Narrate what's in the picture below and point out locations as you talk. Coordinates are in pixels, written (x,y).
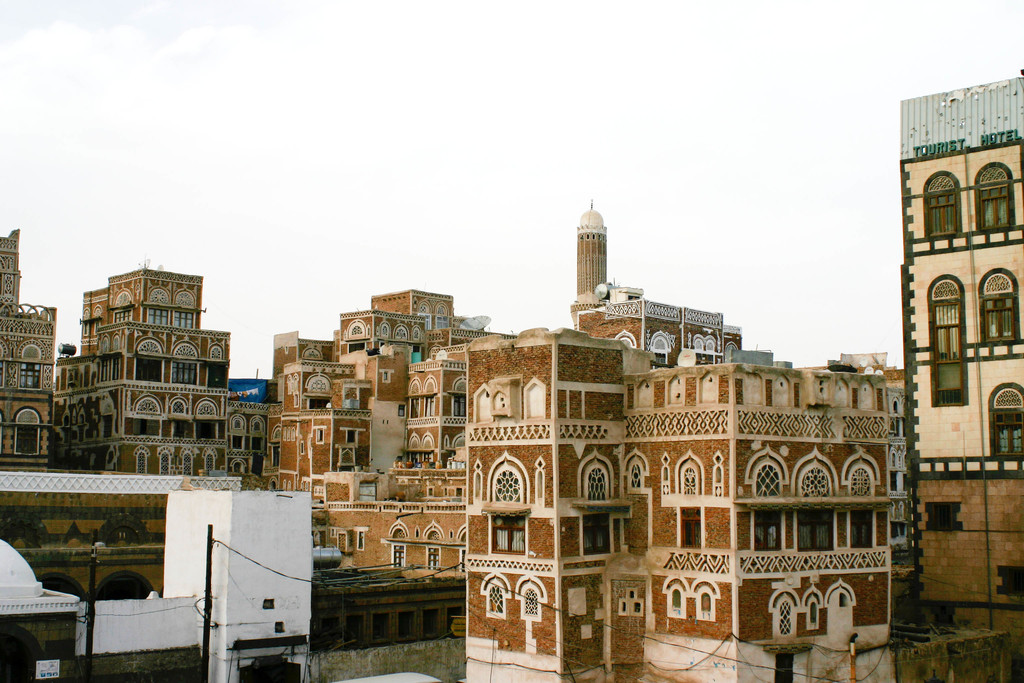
In this image I can see number of buildings (386,588). On the bottom side of the image (495,632) I can see two poles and few wires (545,607). On the top side of the image (515,145) I can see the sky (552,140).
